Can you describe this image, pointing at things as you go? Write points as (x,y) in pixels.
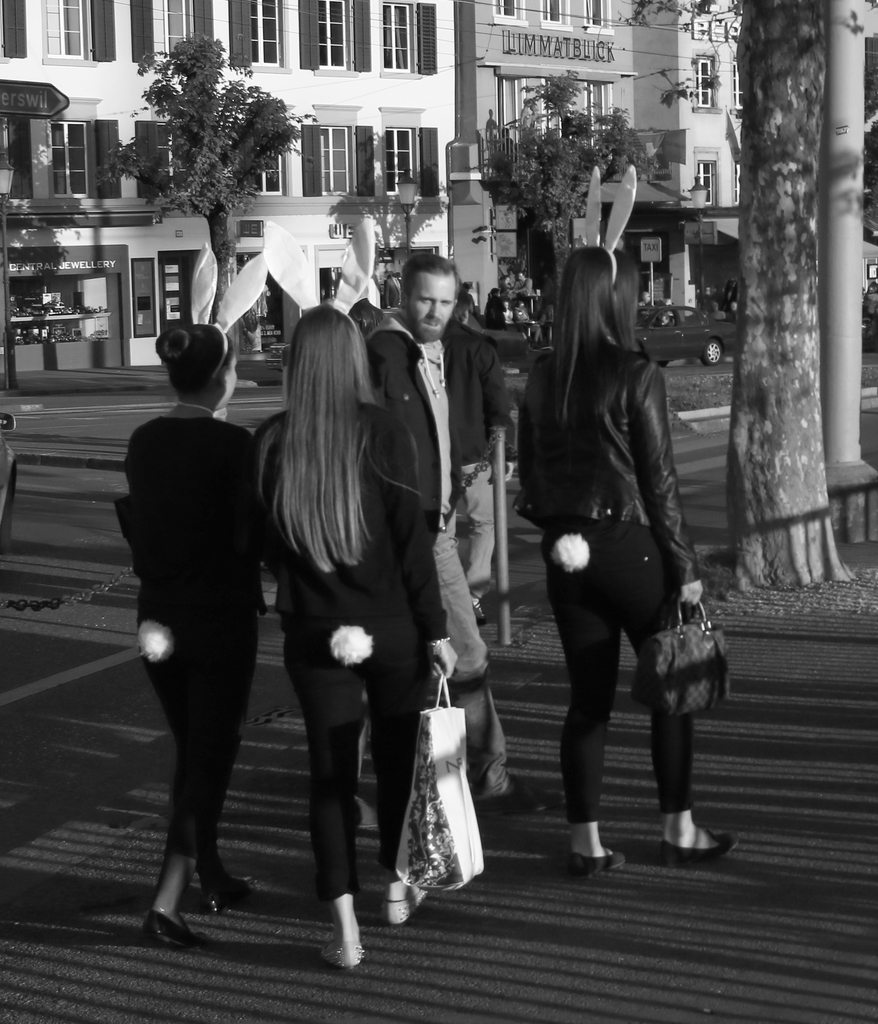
This is a black and white image, I can see a group of people (397,421) walking. These are the buildings (325,58) with the windows (405,65) and a name board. I can see the trees (204,181). This looks like a tree trunk (751,331). Here is a pole (841,340). I can see a car (683,347) on the road (91,489).
